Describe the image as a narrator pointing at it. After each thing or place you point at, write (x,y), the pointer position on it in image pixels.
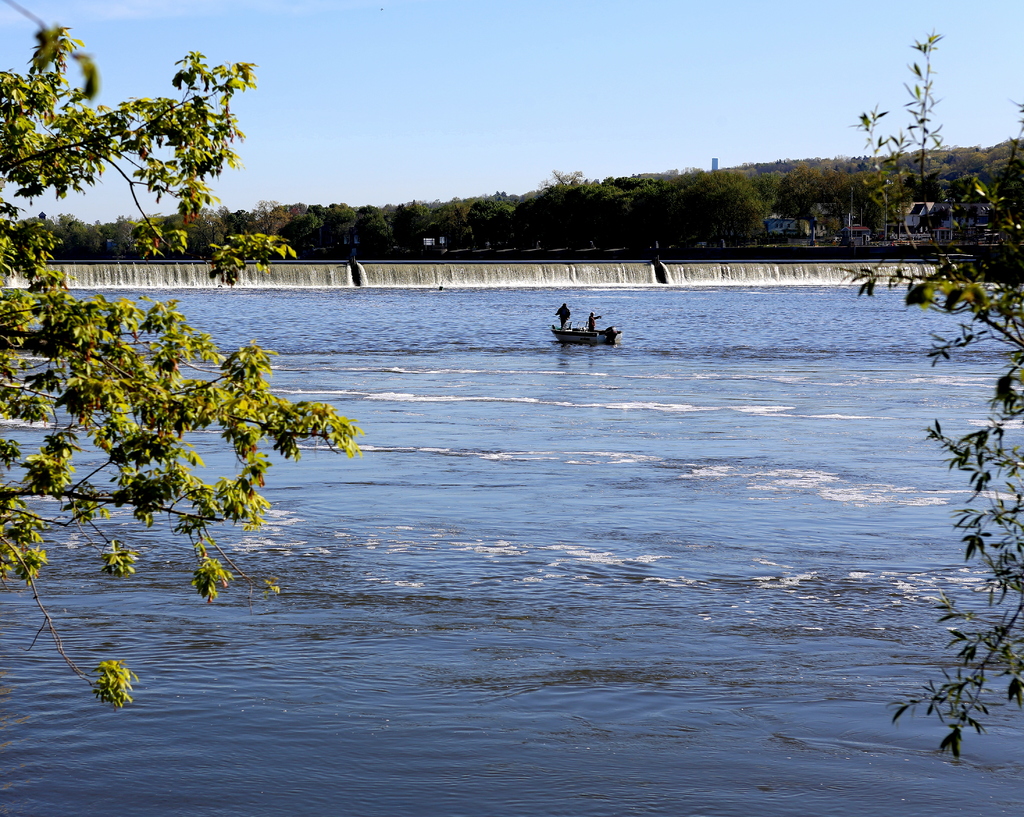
In the foreground of this image (158,401), there are trees (183,457) on either side of the image. We can also see a boat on the water surface (636,485) in which, there are two people (594,312). In the background (589,251), there is a waterfall (556,285), trees (834,212), few buildings (913,211) on the right (976,211) and the sky (589,55).
